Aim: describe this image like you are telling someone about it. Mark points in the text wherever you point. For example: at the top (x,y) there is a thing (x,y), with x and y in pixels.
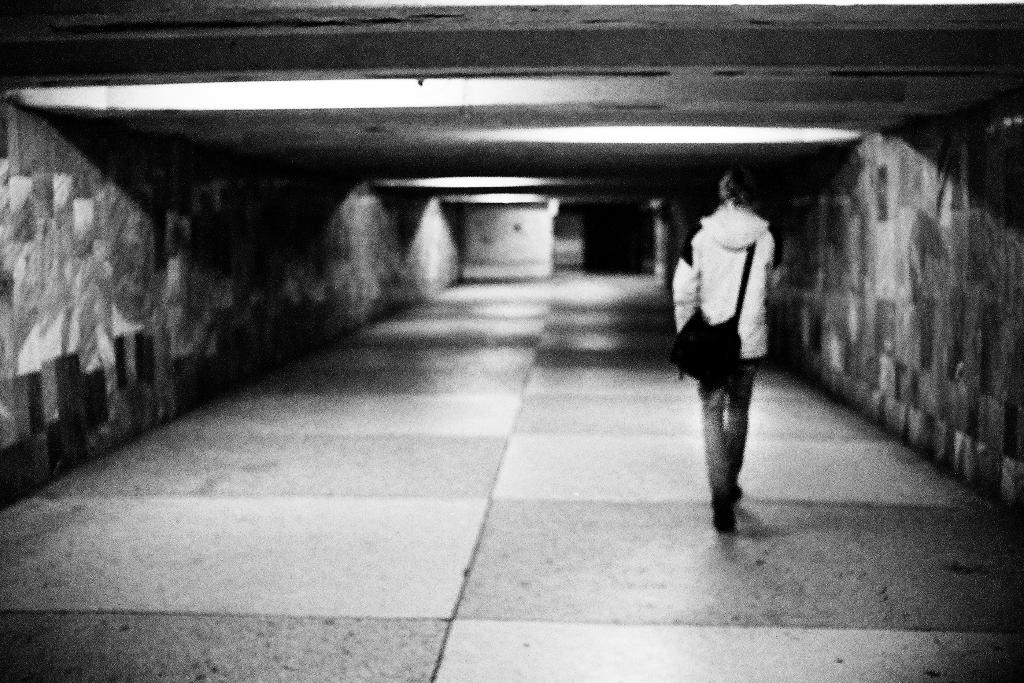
In this image I can see on the right side (758,298) a person (728,456) is walking, he is wearing trouser (719,466), sweater (745,297) and a bag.
